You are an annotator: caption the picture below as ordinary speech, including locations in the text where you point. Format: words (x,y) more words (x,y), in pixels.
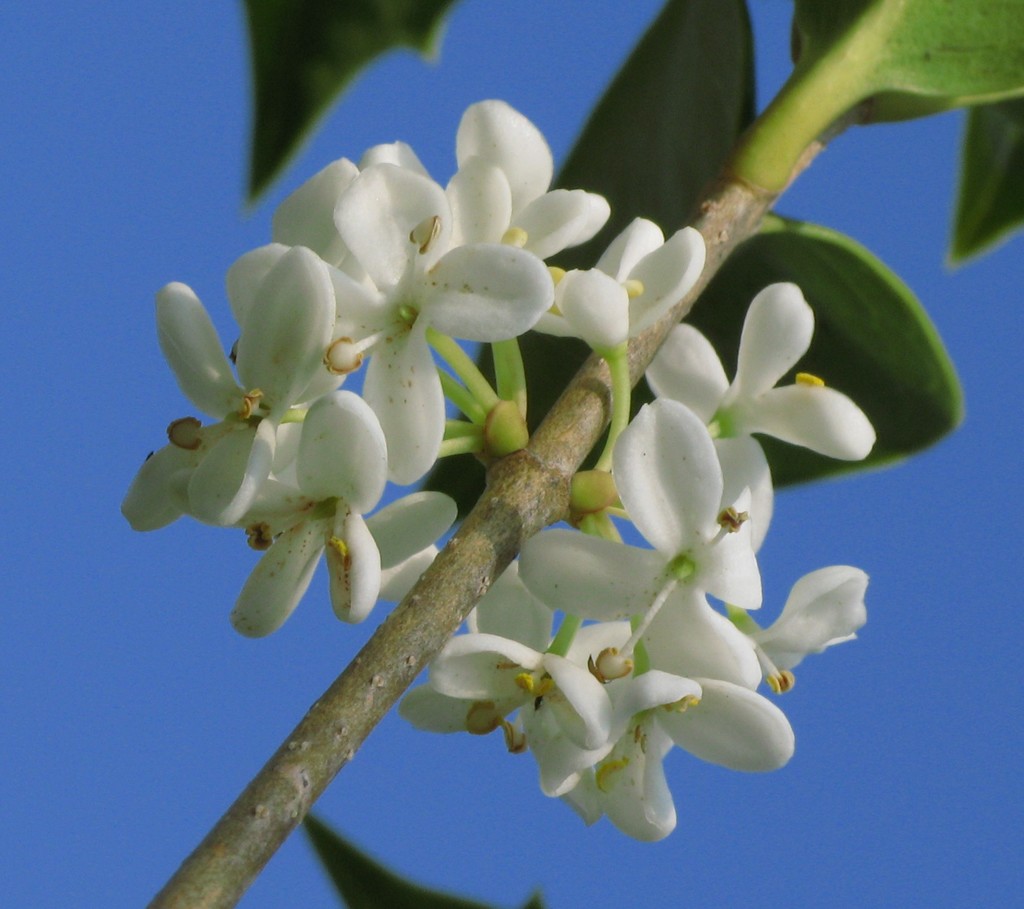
In the image in the center (513,536) we can see one plant (603,241) and few flowers (682,434), which are in white color. In the background (22,442) we can see the sky (44,325).
